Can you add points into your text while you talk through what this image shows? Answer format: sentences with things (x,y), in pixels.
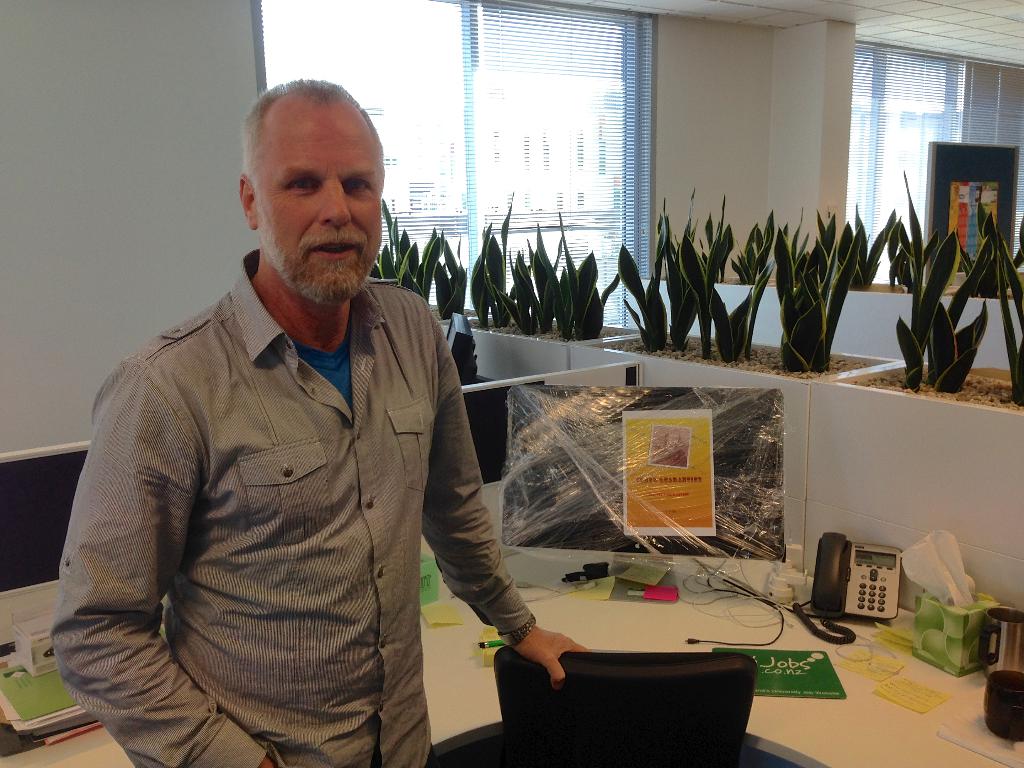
In this picture we can see a man (298,706). This is chair (718,691) and there is a table (935,720). On the table (953,698) there is a monitor (720,503), phone (847,563), and books (19,700). These are the plants (915,385). On the background (714,222) there is a wall (129,108) and this is window (511,87).
